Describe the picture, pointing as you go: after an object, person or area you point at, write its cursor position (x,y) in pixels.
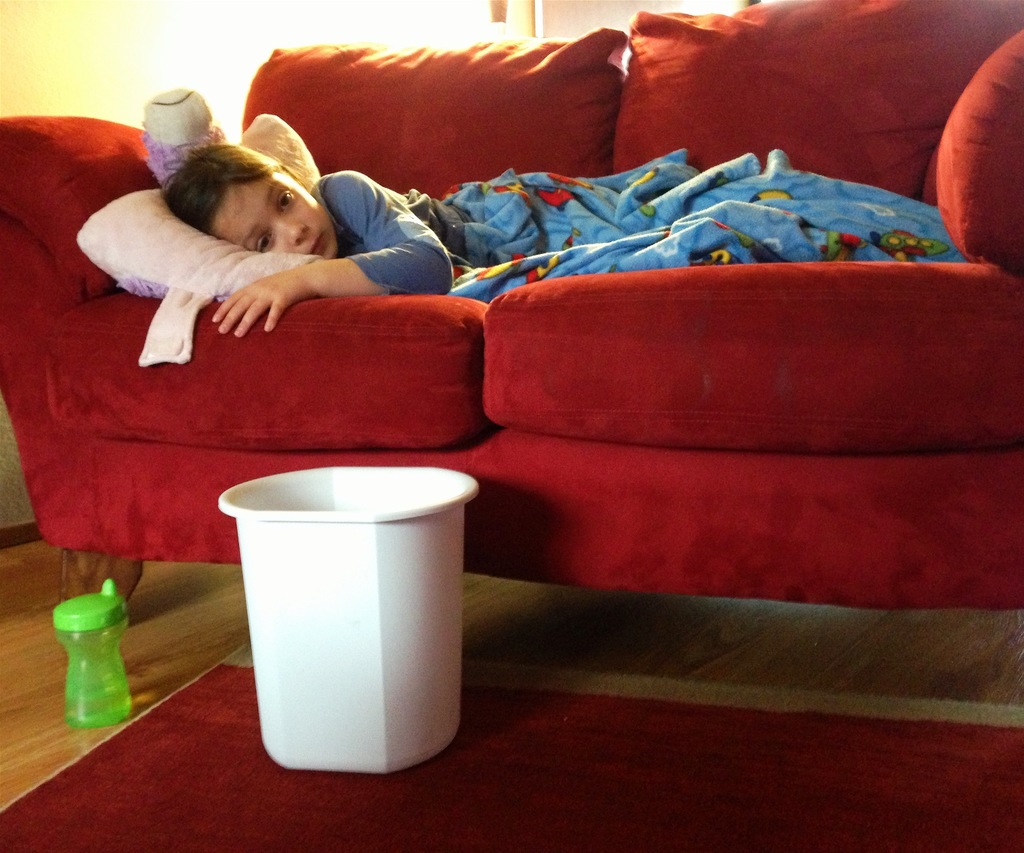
Here we see a child (310,287) lying on a couch (639,31) we see a dustbin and a water bottle (119,658) and a pillow (139,366).
